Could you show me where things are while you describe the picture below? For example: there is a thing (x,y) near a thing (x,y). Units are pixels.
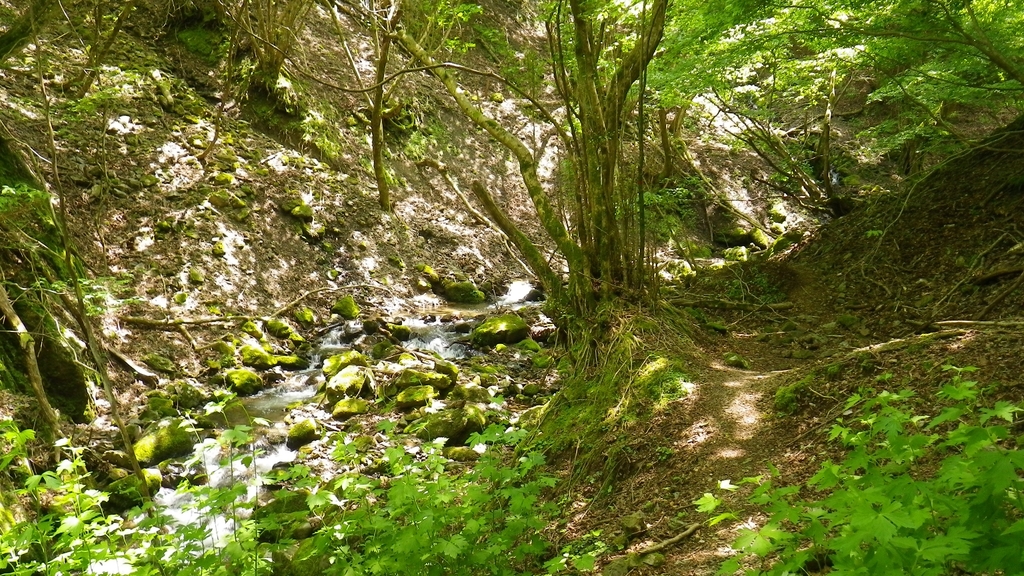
In this picture we can see water (310,372), few rocks (301,351), plants (927,504) and trees (679,50).
